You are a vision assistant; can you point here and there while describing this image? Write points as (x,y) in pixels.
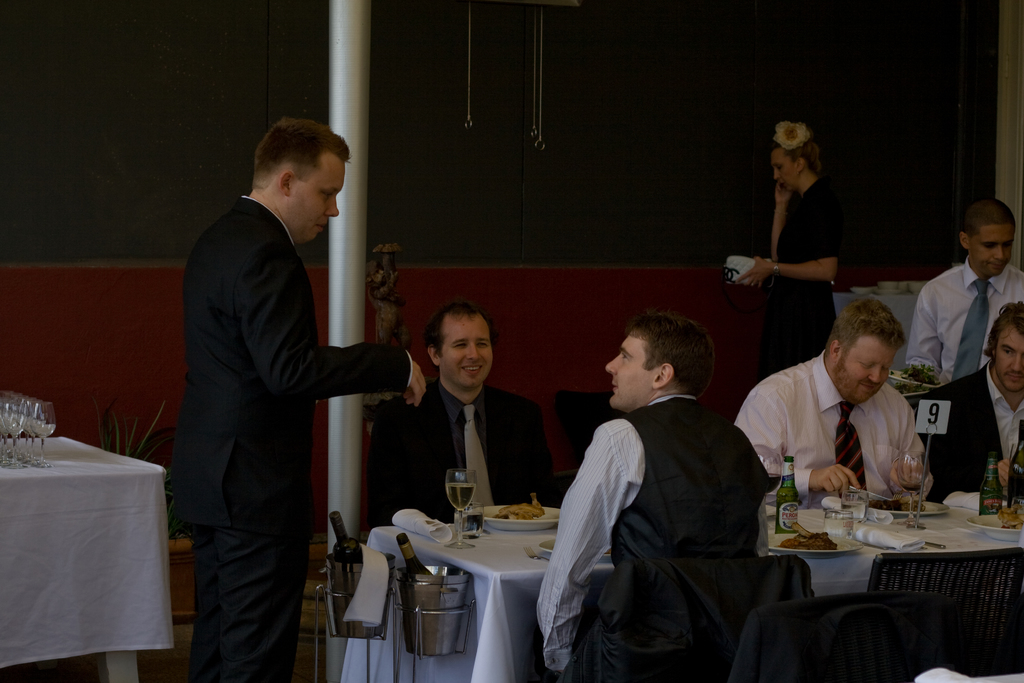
There is a restaurant (554,292). There is a table (536,531). There is a glass (480,505), plate (488,515) and food items (516,515) on a table (500,518). On the left side (227,394) we have a person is standing. On the right (684,497) we have persons (664,496) they are sitting in a chair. The middle of the person (488,479) is having dinner. His wearing tie (477,473) and his smiling. We can see in the background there is a woman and she is holding a bag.
